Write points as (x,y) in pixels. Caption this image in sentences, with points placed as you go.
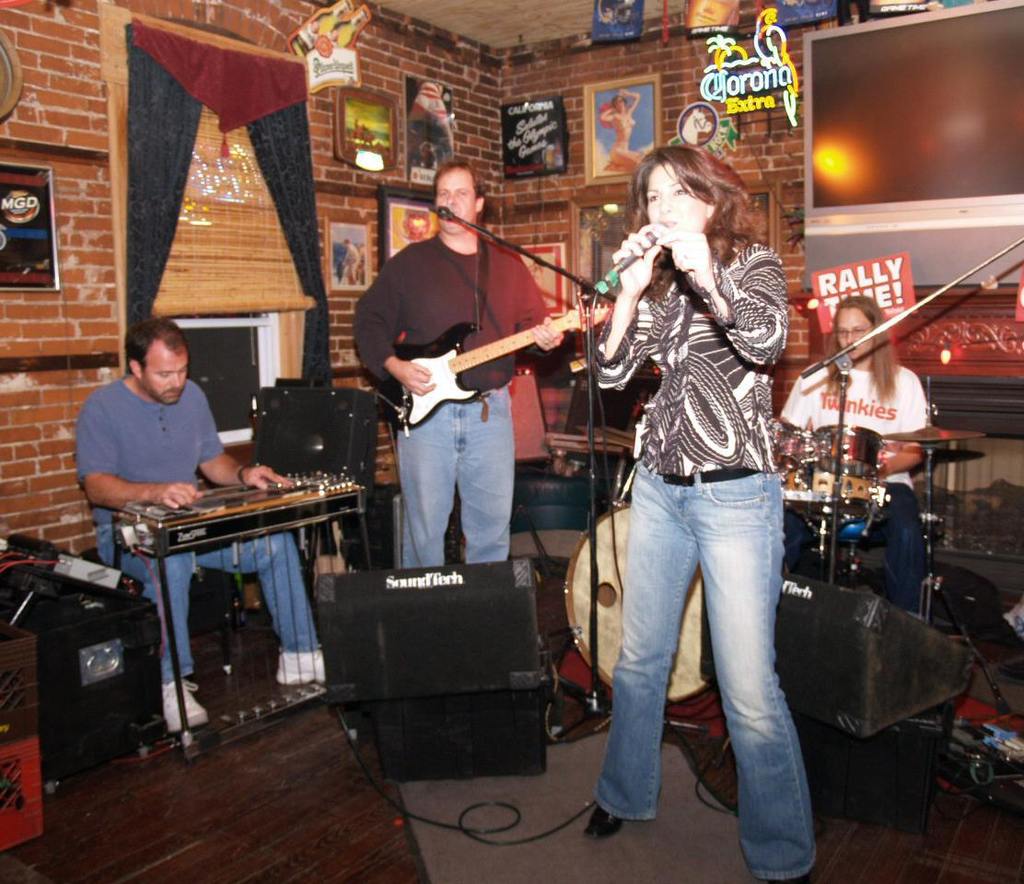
In the picture we can see four people (479,445), two are men (466,430) and two are women (803,401), one man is sitting on the chair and playing a musical instrument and one man (487,457) is standing and holding a guitar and playing it in the front of a microphone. And one woman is singing a song standing on the floor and one woman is sitting on the chair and playing a musical instrument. In the background (69,275) we can see a wall (24,474) with some photos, curtain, and television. And we can also see some light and stickers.
